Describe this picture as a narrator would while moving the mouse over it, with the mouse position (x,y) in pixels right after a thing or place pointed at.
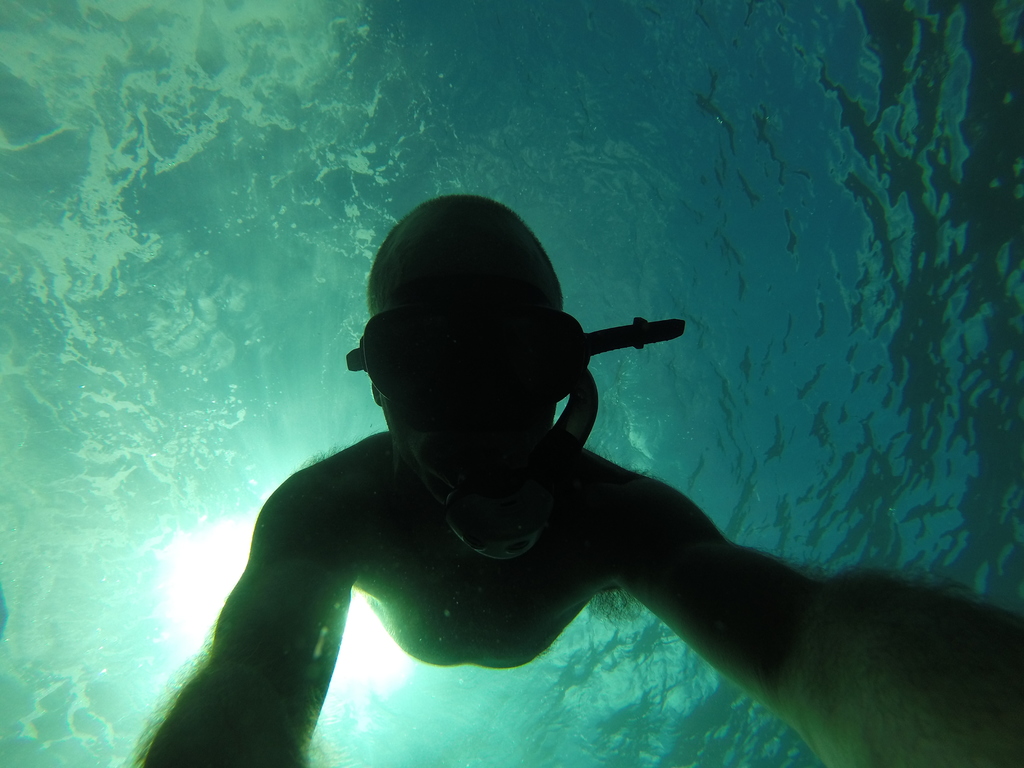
In this image we can see a person (601,534) inside the water (782,444).
